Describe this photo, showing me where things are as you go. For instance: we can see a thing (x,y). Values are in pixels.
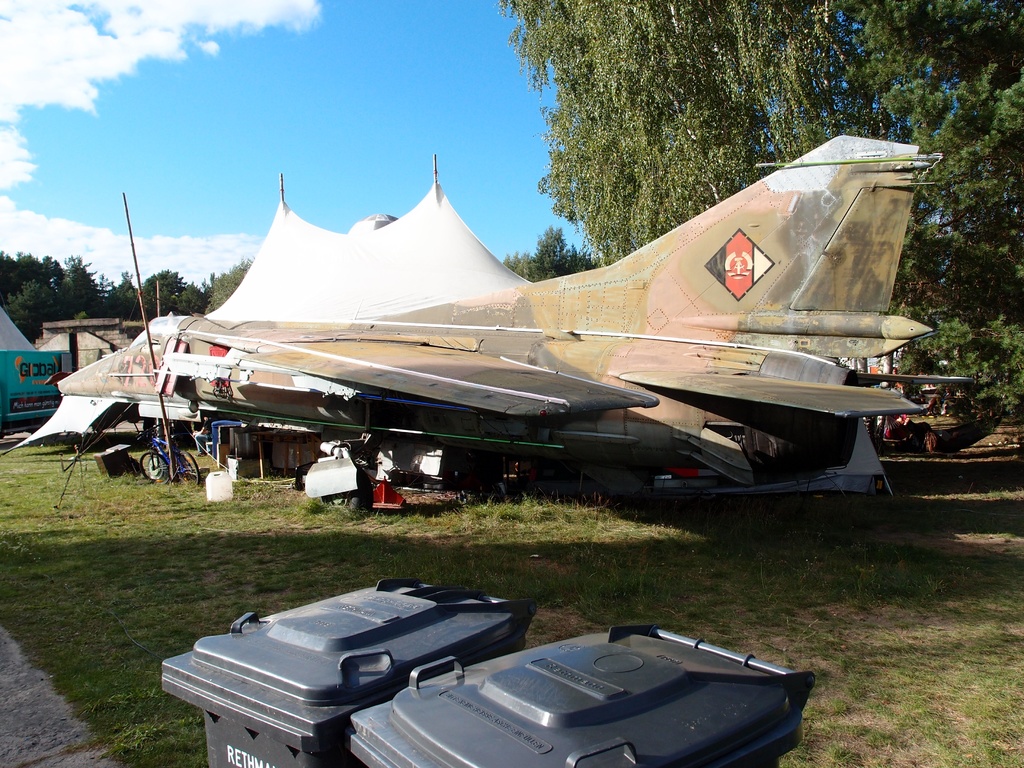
On the ground (288,514) there is grass (923,629). Also there are dustbins (436,701). In the back (266,358) there is a flight (449,334), tent (485,260). Also there is a cycle (193,469), pole (171,446) and many other things (280,468) near to the flight (570,322). Also there are trees (702,107) and sky (282,66) with clouds (15,82).
